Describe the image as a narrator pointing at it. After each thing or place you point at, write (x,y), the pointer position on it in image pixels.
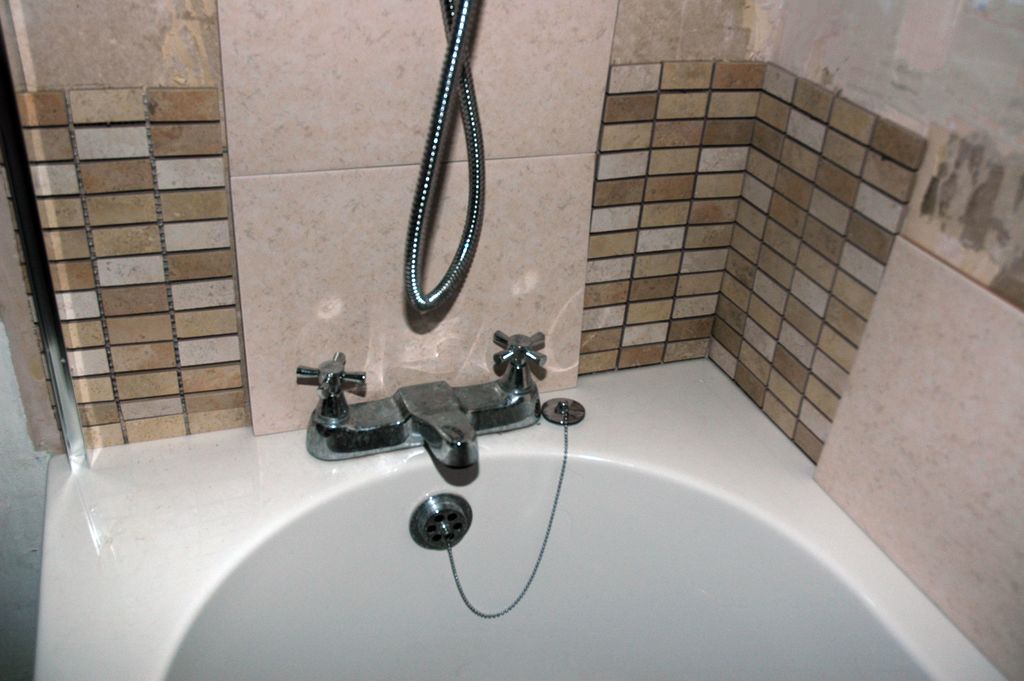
In this image I can see the bathtub (514,507), taps (470,460), shower-wire (468,78) and the wall (720,268).
